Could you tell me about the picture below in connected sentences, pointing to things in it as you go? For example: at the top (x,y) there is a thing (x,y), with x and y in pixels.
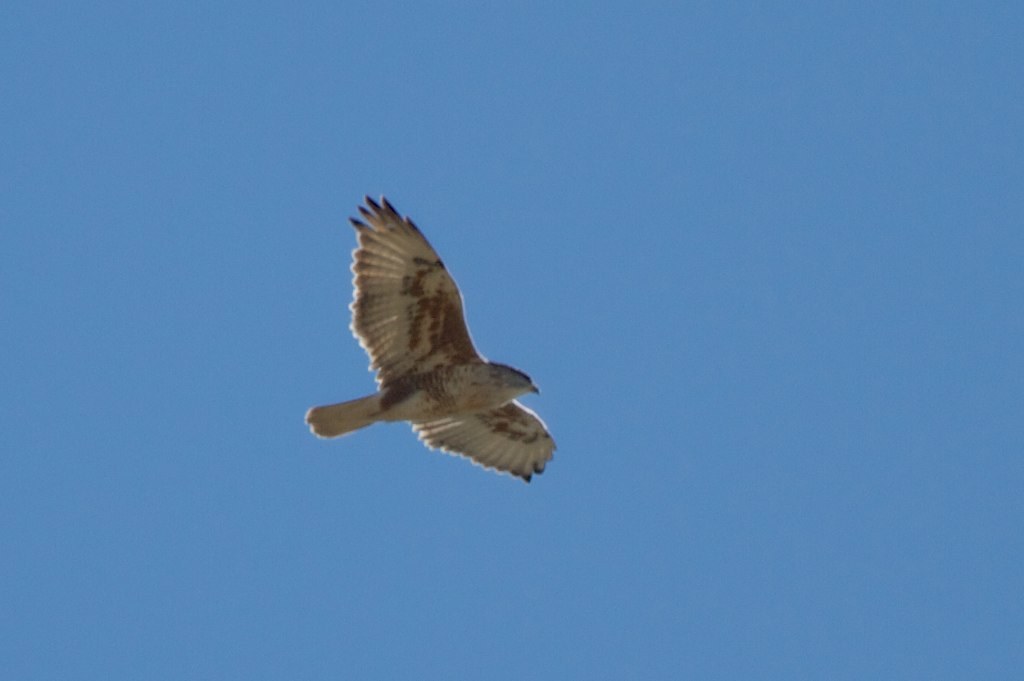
This image consists of a bird (465,394). It is in yellow color. There is sky (198,612) in this image.
